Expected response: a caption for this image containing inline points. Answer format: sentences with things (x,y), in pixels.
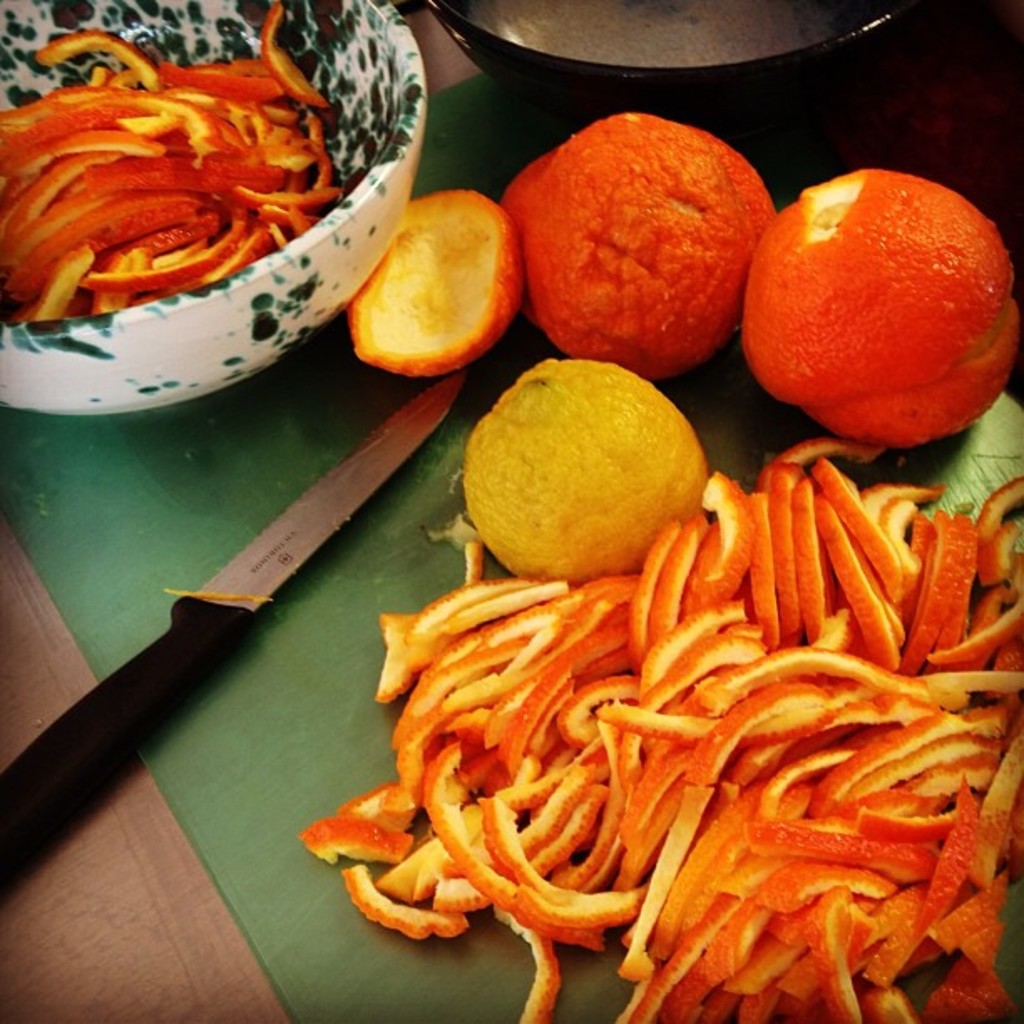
In this image at the bottom (596,691) we can see orange peel off sliced (612,693), oranges (893,244) and a knife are on the chopping pad (449,1020) on a platform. At the top (129,226) we can see orange peel off slices (103,146) in a bowl (325,91) and there is another bowl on the chopping pad (242,473) on the platform (154,962).
